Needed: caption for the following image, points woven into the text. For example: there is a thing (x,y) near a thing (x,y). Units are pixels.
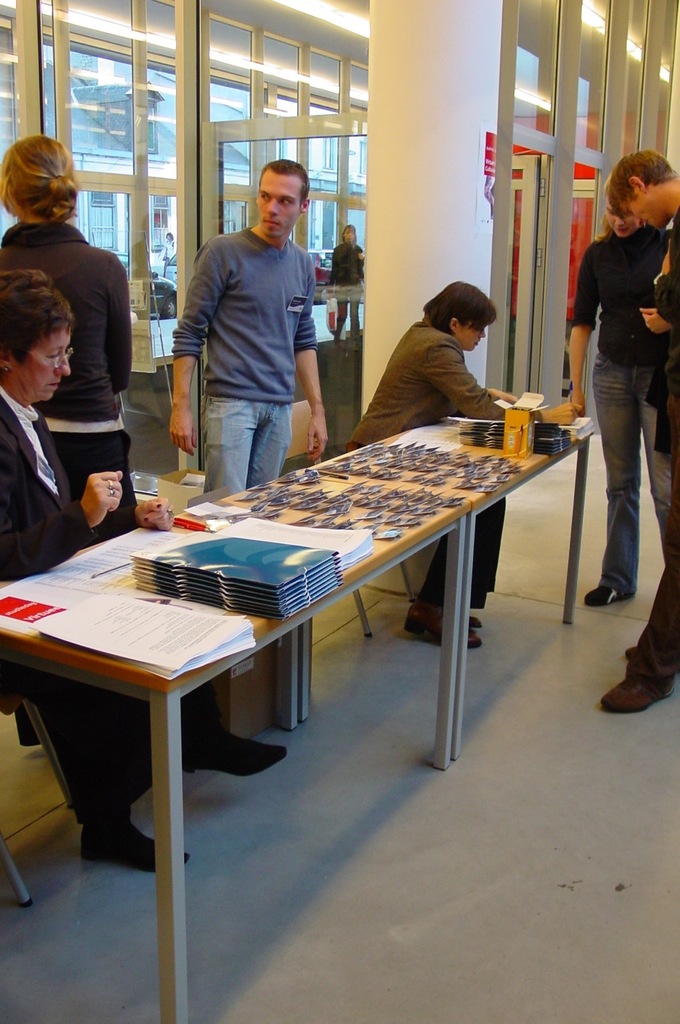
In the picture there are some people (170,425) standing and some of them are sitting in front of them there is a table (308,717) which has a lot of cards (293,497) in the background (277,129) there are some windows (306,114), pillars (444,124).
